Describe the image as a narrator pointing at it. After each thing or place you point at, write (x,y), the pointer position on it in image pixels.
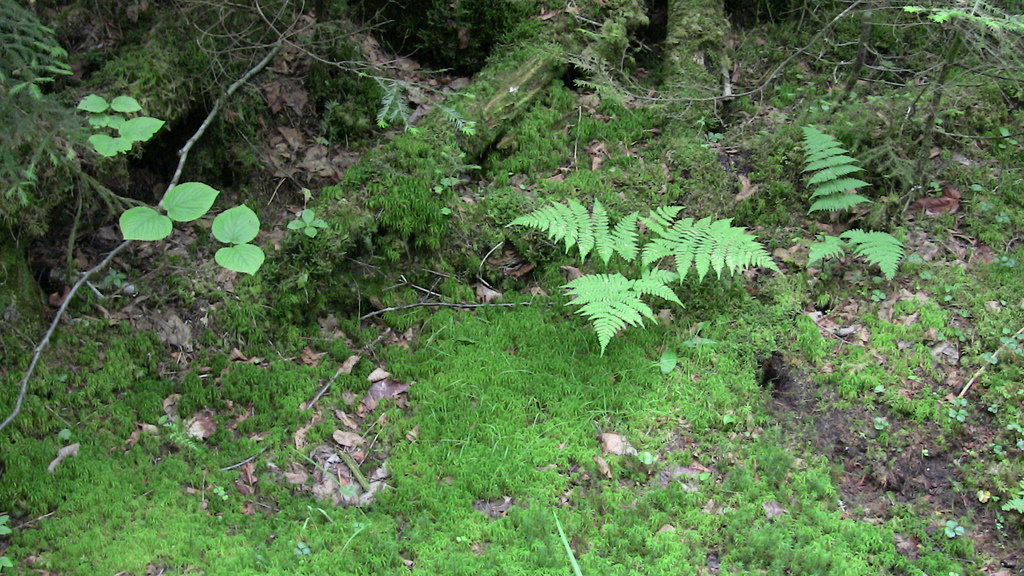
In this image we can see the dry leaves (206,437), grass (664,439) and plants (21,130).
